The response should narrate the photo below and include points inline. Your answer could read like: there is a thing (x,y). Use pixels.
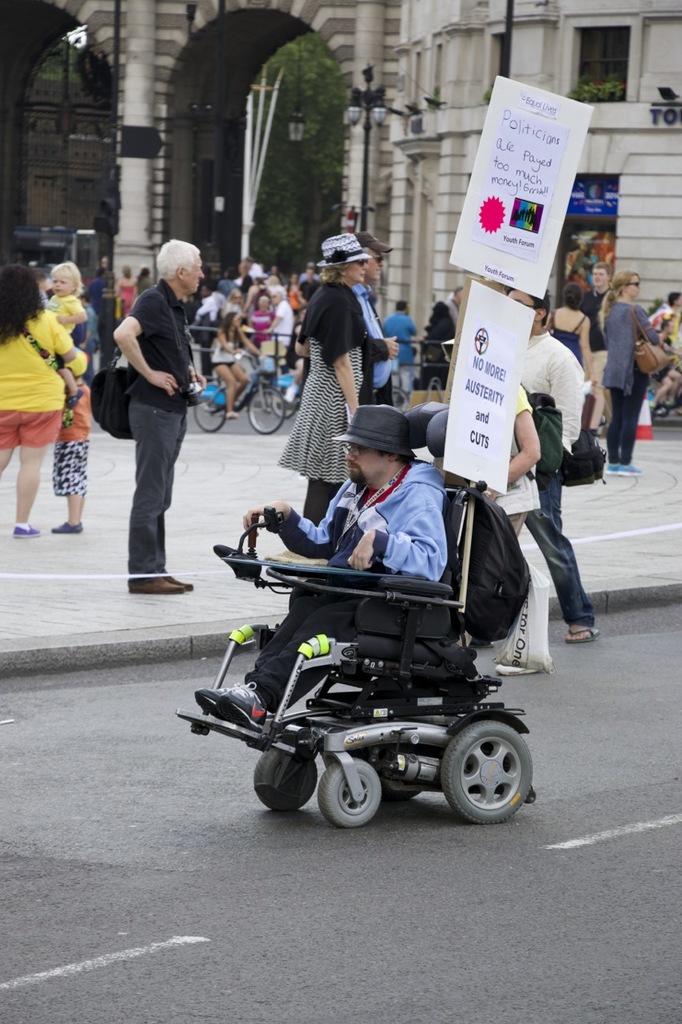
This image is clicked outside. This image consists of so many people (312,431), in the front (466,626) there is a disabled man (390,442) who is sitting on his chair (460,535) and he has two boards (487,167) to his chair (421,421) and there is a building (345,59) on the top (450,79).
